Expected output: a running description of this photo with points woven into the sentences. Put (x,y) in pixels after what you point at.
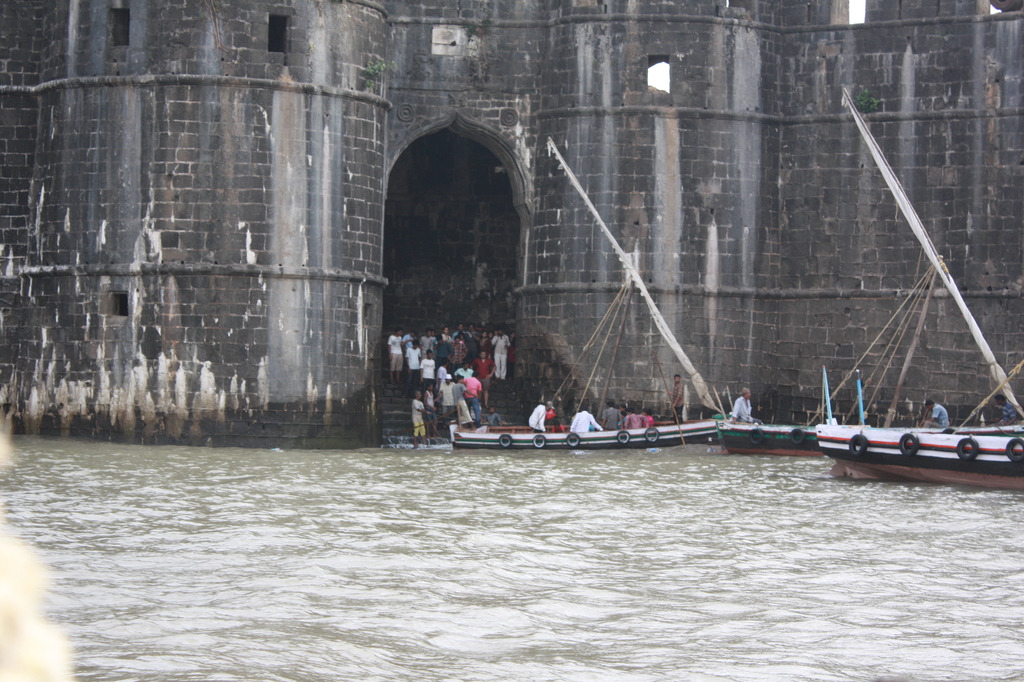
In this image we can see boats (559,437) on the surface of water (681,450). In the middle of the image (455,376), we can see people (425,367) are standing on the stairs (405,384). In the background (431,183), we can see a monument (880,234). We can see people (737,404) sitting on the boats (864,414).
